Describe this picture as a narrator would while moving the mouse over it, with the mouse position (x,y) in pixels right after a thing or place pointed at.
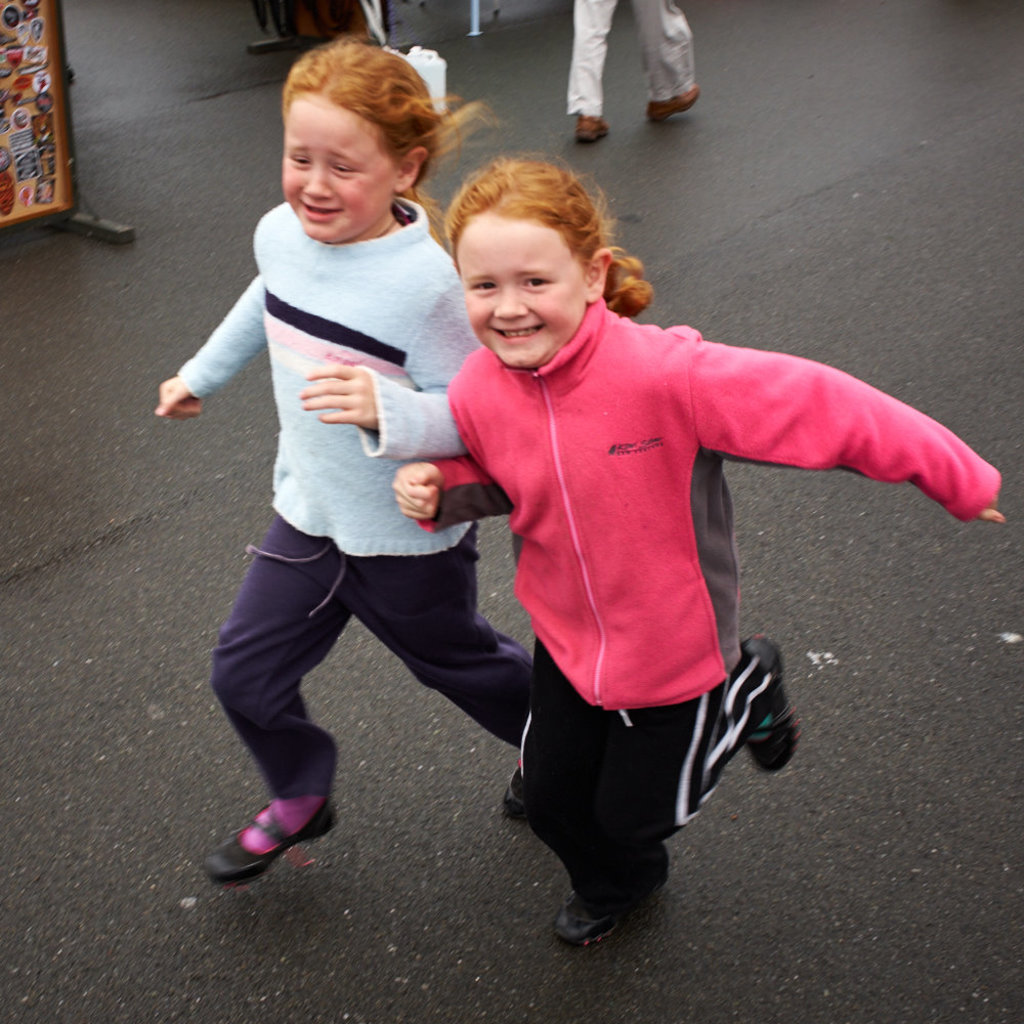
In this picture we can see two kids (452,399) running, at the bottom (763,833) there is road (748,775), we can see a hoarding (60,204) here.
